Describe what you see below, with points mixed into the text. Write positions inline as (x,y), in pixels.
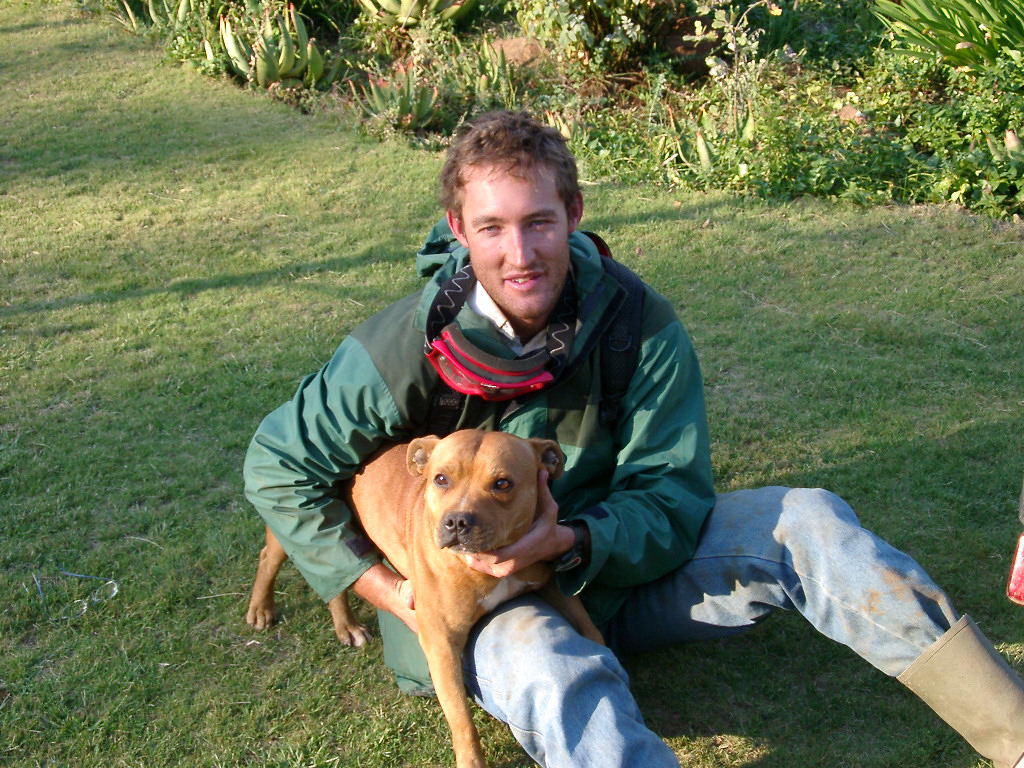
In this image we can see a person (587,501) holding a dog (483,547) with his hands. In the background (770,104), we can see group of plants (791,65).
